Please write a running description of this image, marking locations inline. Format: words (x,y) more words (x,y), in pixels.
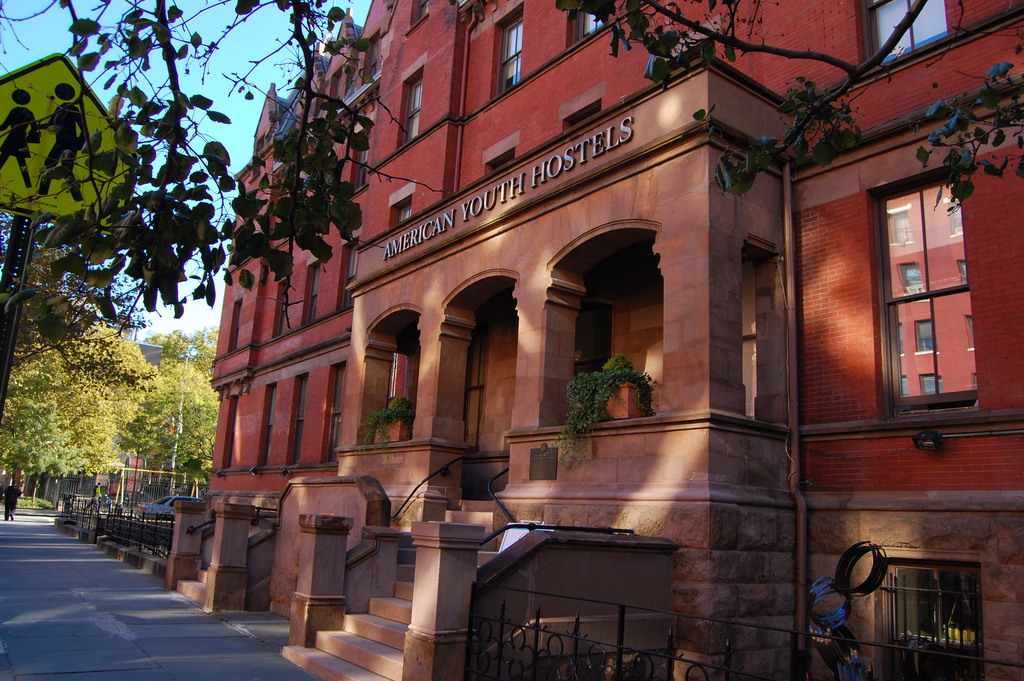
This is a building (502,177) with the windows (900,406). I can see a name board (376,262) attached to the building (522,235). These are the flower pots (626,413) with the plants (567,392) in it. I can see the trees (147,372). This looks like a signboard (8,163), which is attached to the pole (20,255). Here is a person (15,504) walking. I can see a car (156,506), which is parked. These are the stairs (306,653). This building (474,474) is red in color.
